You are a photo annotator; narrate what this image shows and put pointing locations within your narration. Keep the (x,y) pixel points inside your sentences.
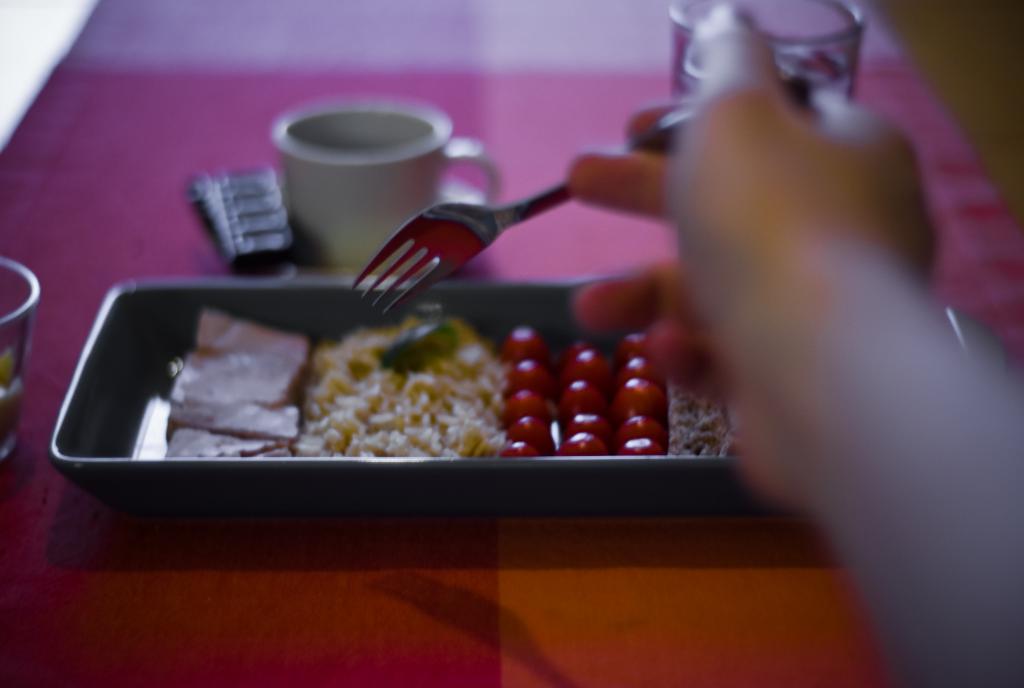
The bottom of the image (449,608) there is a table (293,603) with a cup (295,162), a glass (820,32) of water (786,65), a bowl (0,364) and a box (207,470) with a few food items (455,418) on it. On the right side of the image (838,310) there is a hand (669,282) of a person (644,272) holding a fork (465,228).
